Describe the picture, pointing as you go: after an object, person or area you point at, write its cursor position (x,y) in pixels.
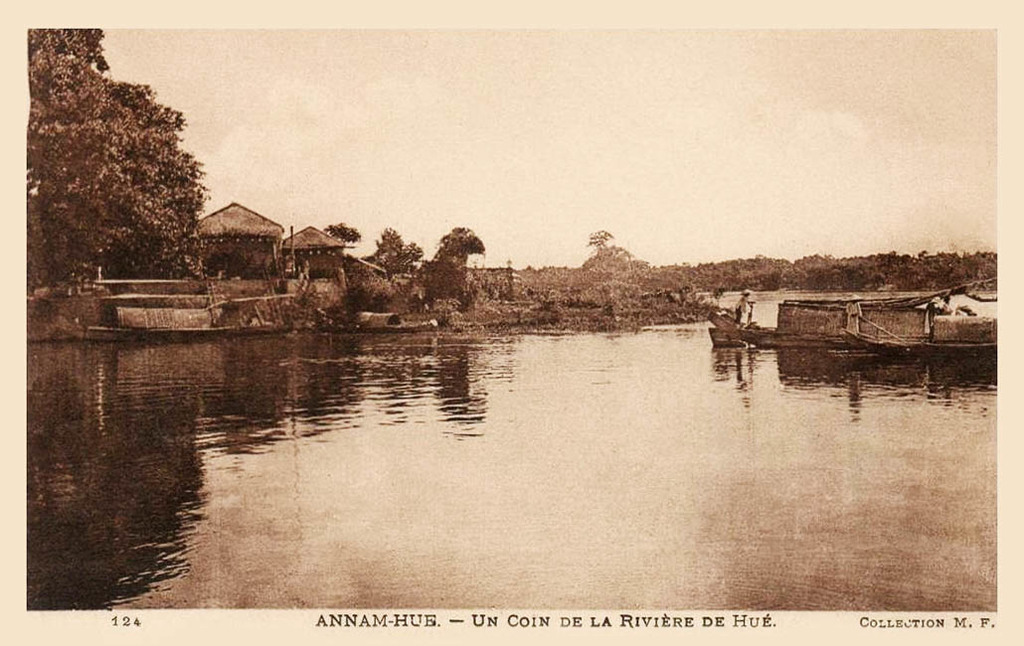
In this black and white image there are few boats (777,330) on the river (429,460). On the left side of the image (120,223) there are trees (78,206) and houses (246,257). In the background (490,171) there is a sky (651,175).
